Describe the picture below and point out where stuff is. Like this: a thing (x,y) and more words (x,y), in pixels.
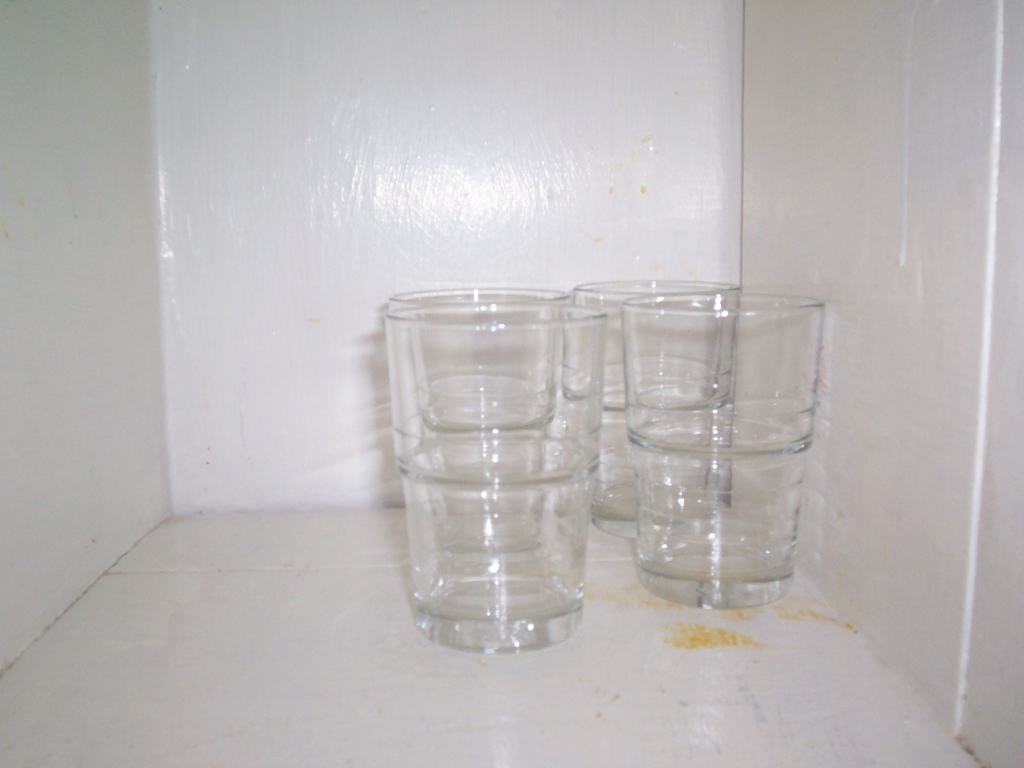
In this image I can see the white colored cabinet (190,602) in which I can see few glasses (766,518).
